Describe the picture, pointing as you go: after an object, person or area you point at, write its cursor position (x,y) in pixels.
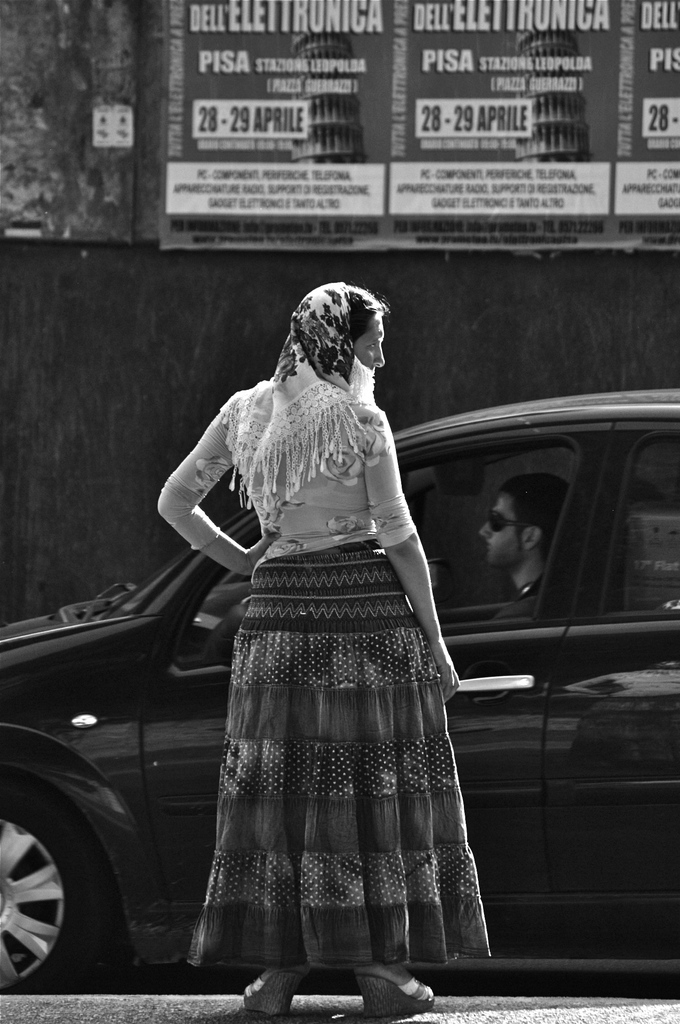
This is a picture of a lady (216,468) who wore a white shirt (284,552) and a gown (356,726) in front of a lady (361,629) there is a car (448,549) and in the car (482,659) there is guy (510,528) who has spectacles (502,523).
